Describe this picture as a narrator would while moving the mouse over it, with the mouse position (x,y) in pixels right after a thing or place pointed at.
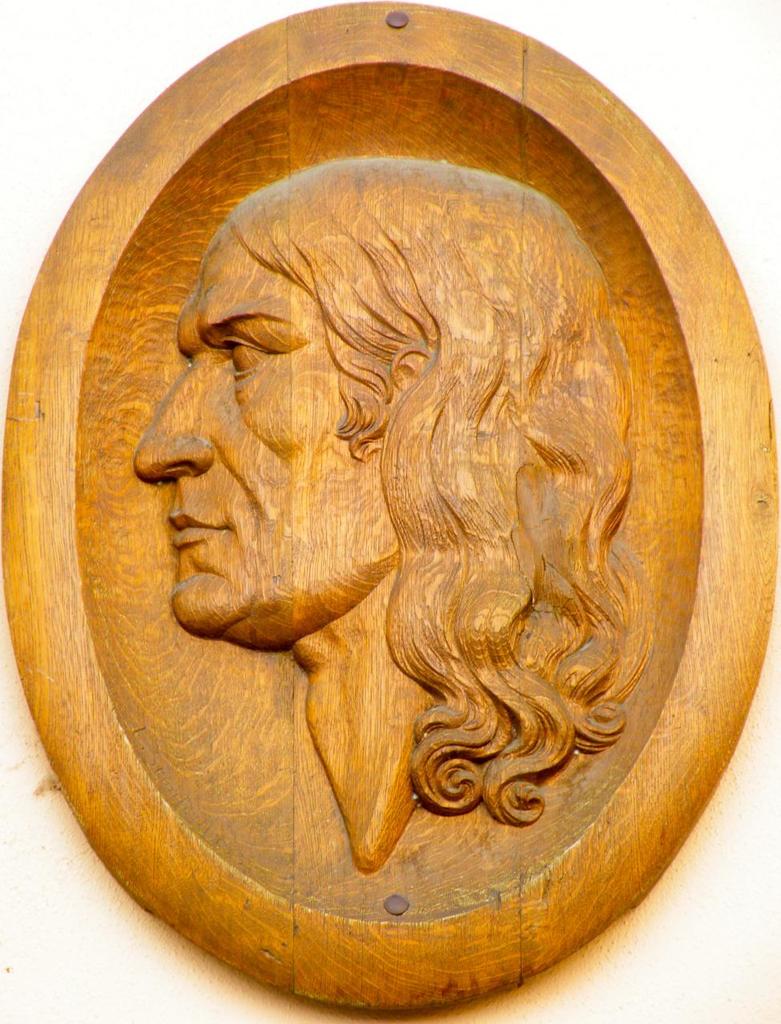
In this image there is a wooden frame (698,717) on which there is a carving (487,512) of a person (452,575).
